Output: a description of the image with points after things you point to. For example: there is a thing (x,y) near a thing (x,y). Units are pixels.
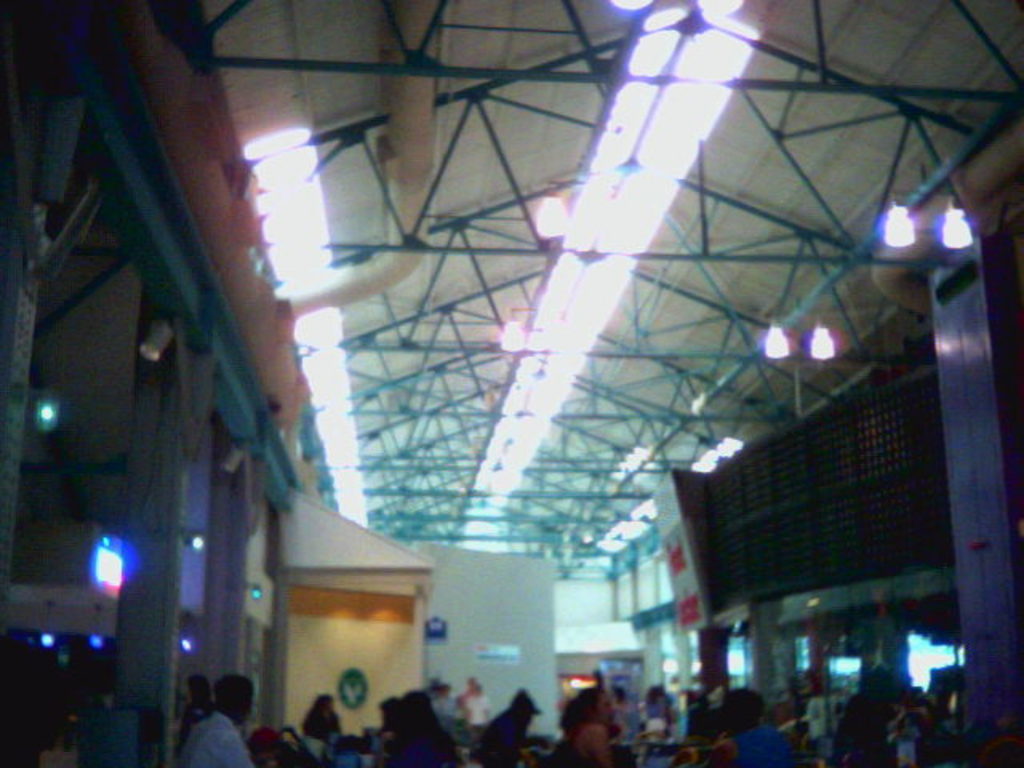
In this image, we can see some lights (780,346) and iron rods (537,109) on the ceiling (488,116). There are pillars (231,502) on left side of the image (157,647). There is a crowd (408,708) at the bottom of the image (398,708). There is a counter (876,629) on the right side of the image (920,607).
